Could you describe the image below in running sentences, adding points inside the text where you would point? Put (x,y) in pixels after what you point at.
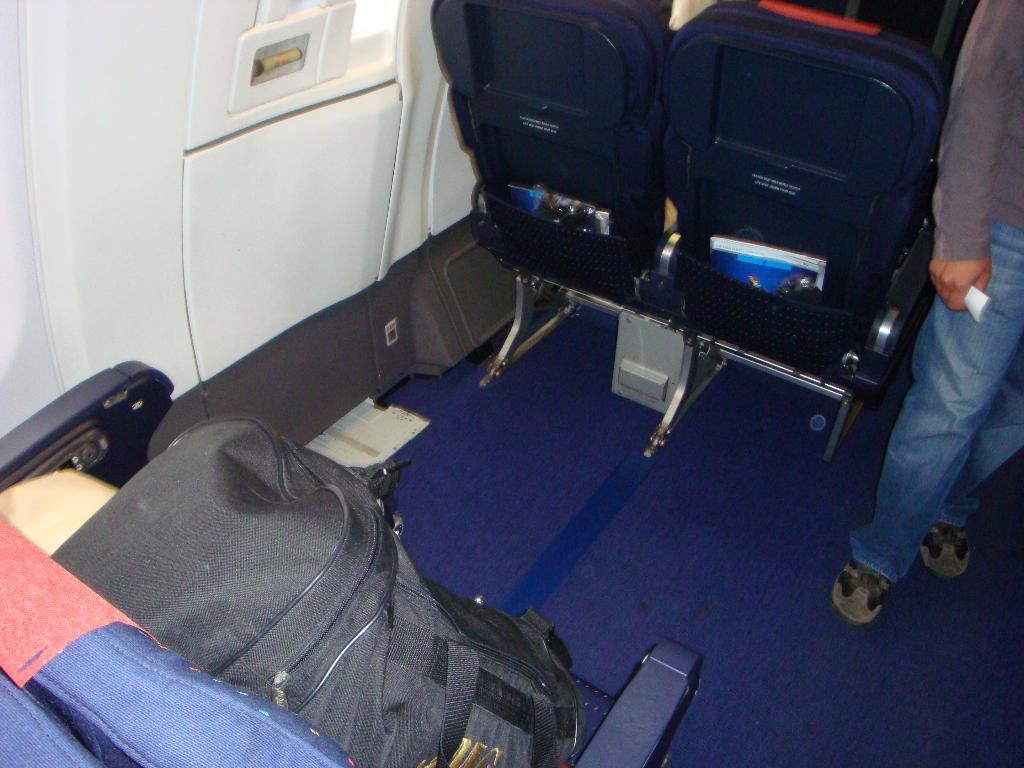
In the picture there is an inside view of a vehicle (514,401), there is a luggage bag (347,490) in the chair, there is a person (965,82) standing near the chairs (722,100).
